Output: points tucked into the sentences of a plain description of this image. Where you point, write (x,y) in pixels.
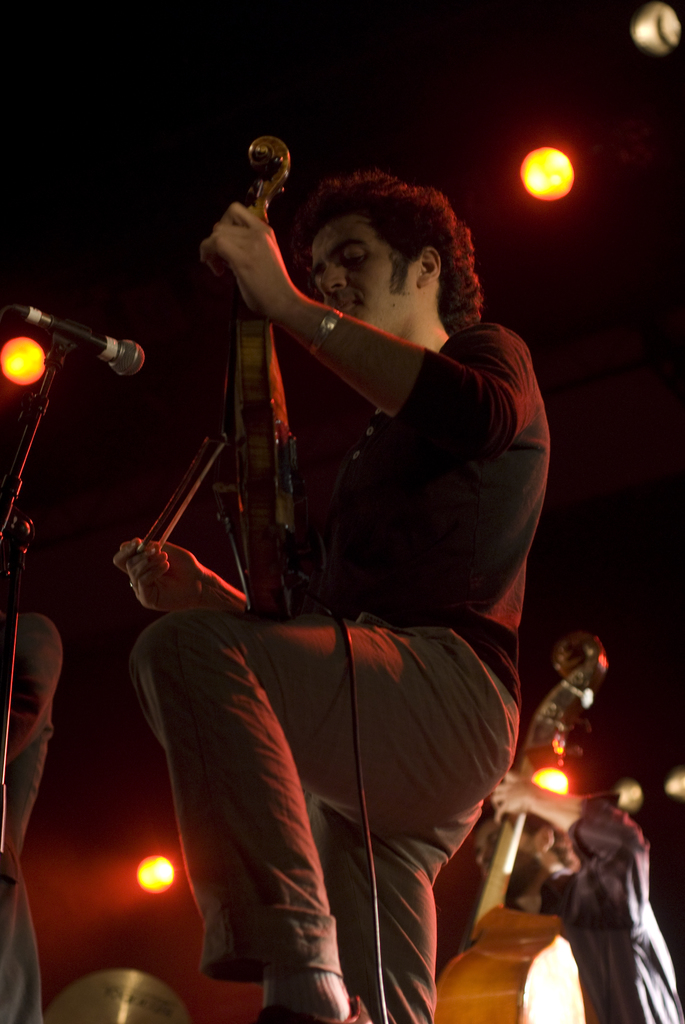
In the image there is a man (296,676) in black shirt (525,405) and brown pants (250,662) playing violin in front of mic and behind there is another man (573,940) playing double bass (535,945), there are lights (552,159) over the ceiling (532,204).
